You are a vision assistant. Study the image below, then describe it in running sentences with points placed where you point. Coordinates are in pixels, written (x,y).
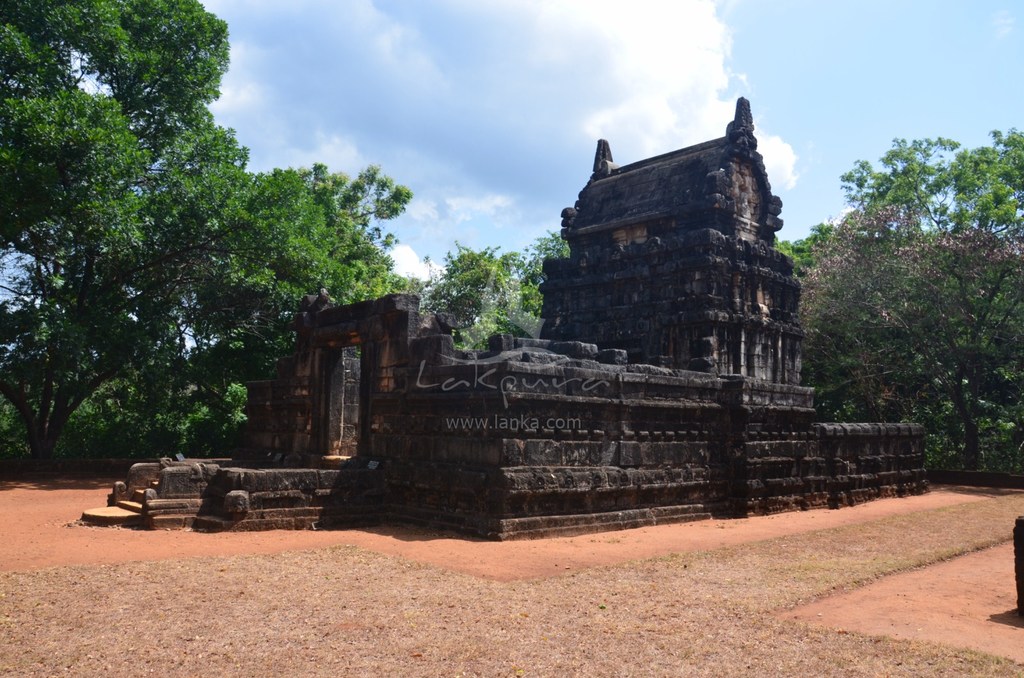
In this image we can see a monument (706,333) which is in black color, behind the monument (654,446) trees (256,306) are there. The sky (801,55) is in blue color with some clouds (451,111).
